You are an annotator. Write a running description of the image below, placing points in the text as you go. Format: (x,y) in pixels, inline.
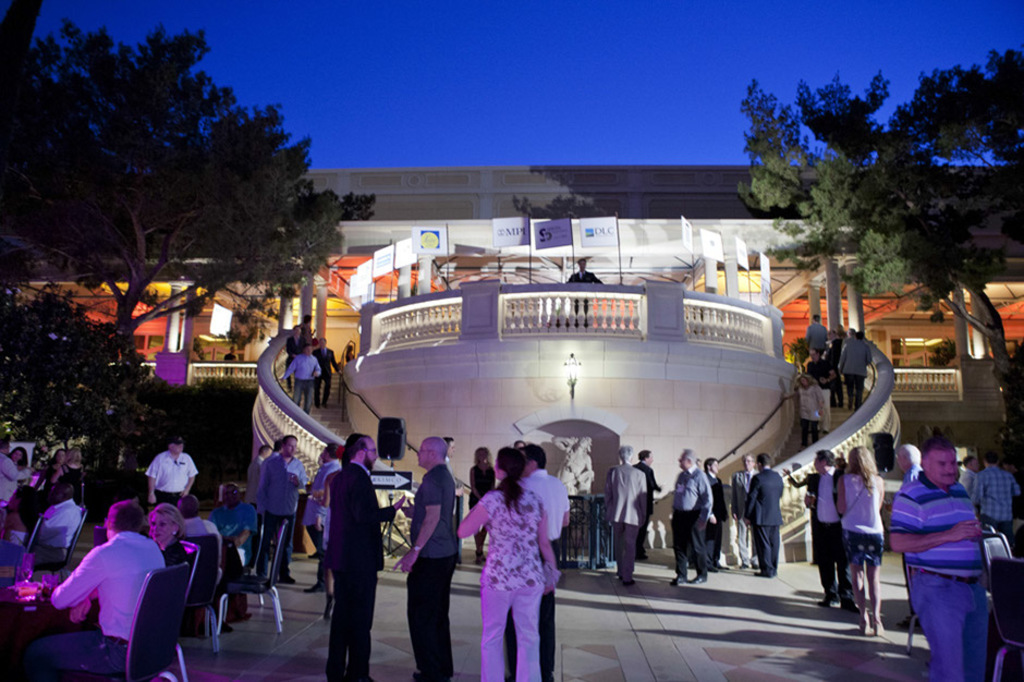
In this image we can see a few people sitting on the chairs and a few people (645,513) standing on the ground (655,573). And we can see the boards (542,231) with text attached to the building (787,405) and there are people (856,339) walking on the stairs (878,367). There are trees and sculpture (573,457). At the top (489,115) we can see the sky (498,106).
